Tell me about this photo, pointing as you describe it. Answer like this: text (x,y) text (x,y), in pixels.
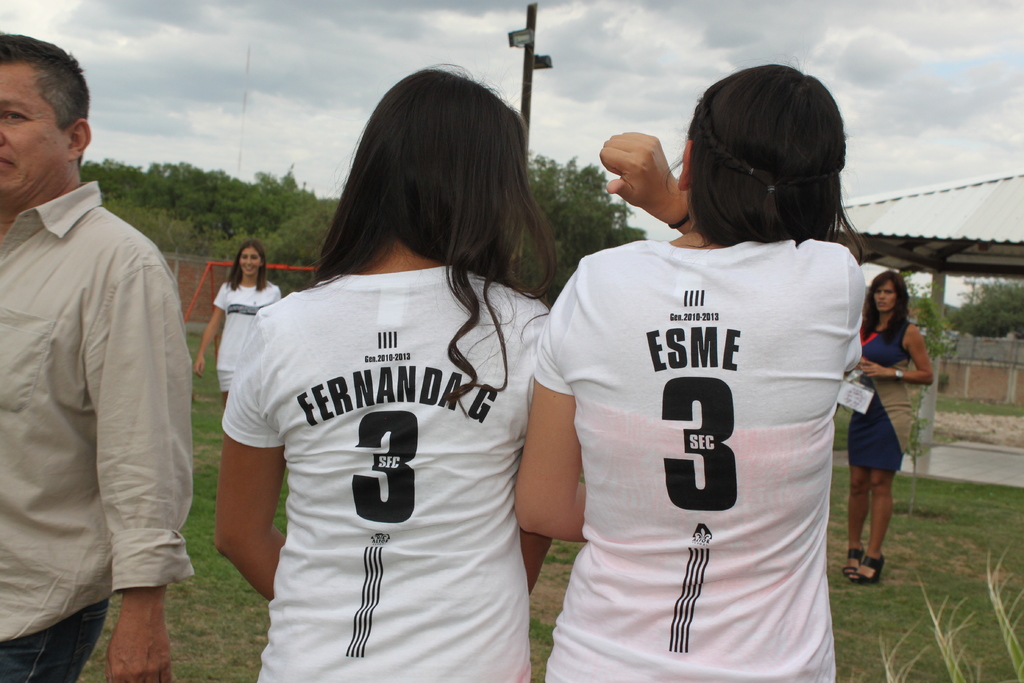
In this image, there are a few people (761,505). We can see the ground (836,533) covered with grass (908,507). We can see a shed (916,269) and a plant (913,435) on the right (940,193). We can also see a pole (534,24) with some lights (546,66). There are a few trees (557,200). We can see the fence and the sky (538,42) with clouds (491,45).
